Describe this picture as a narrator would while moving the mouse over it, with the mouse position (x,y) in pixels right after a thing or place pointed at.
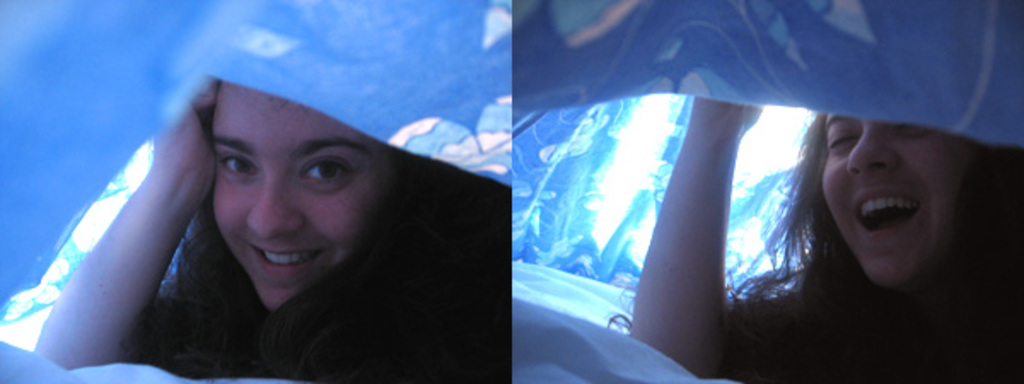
In this picture we can see a woman (299,263) is under the blanket (203,38). She is smiling.
